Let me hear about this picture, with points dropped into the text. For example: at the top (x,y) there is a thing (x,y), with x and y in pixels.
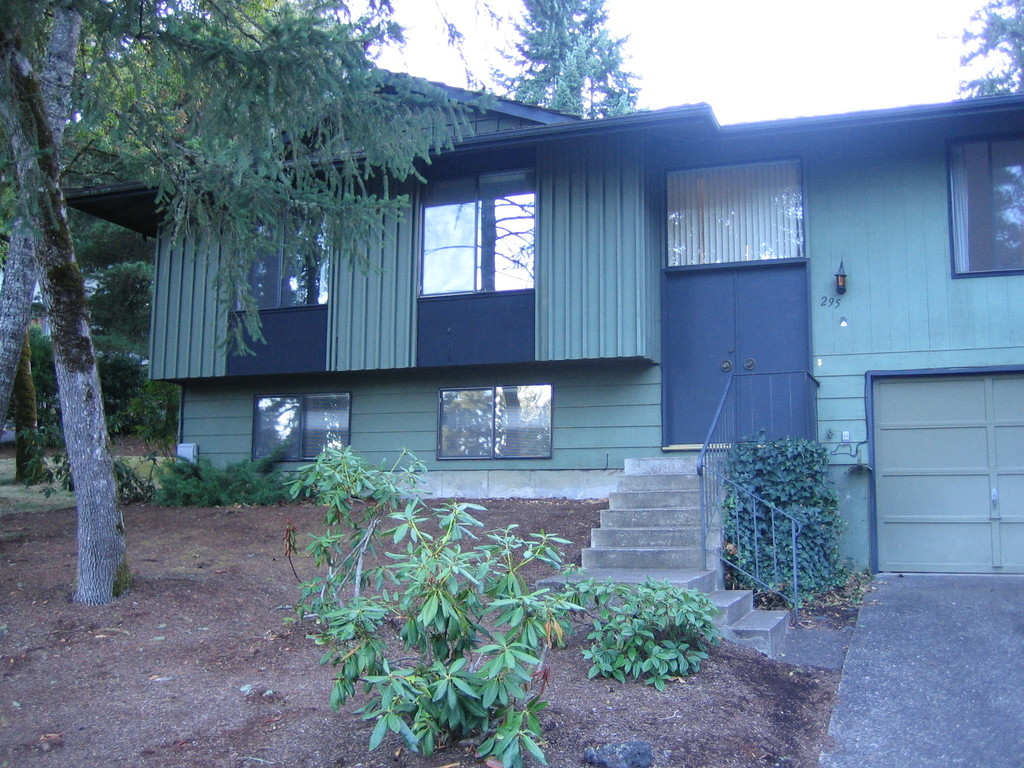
In this image I can see few plants (467,631) which are green in color, few stairs (691,535), the railing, the ground (201,682), few trees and a building (700,314). I can see the door (762,317) and few windows (449,289) of the building (372,311). In the background (776,63) I can see the sky (807,93).
